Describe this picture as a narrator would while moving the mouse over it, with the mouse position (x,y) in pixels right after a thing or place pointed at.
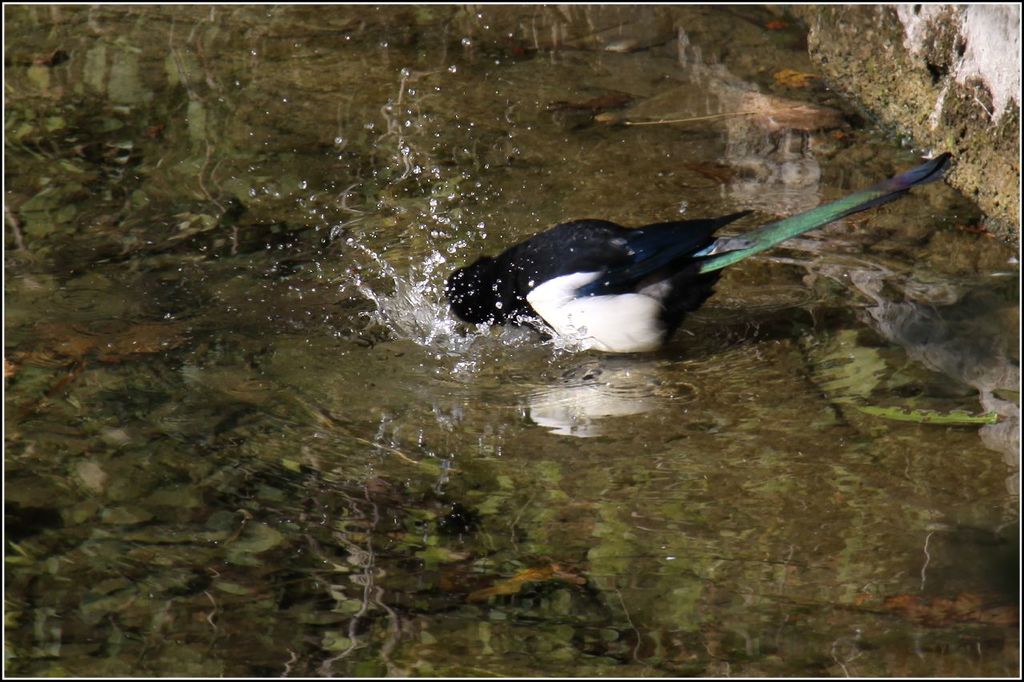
In the middle of this image (527,270) there is a bird (601,282) in the water (355,394). In the top right-hand corner (931,84) there is a wall (858,79).
